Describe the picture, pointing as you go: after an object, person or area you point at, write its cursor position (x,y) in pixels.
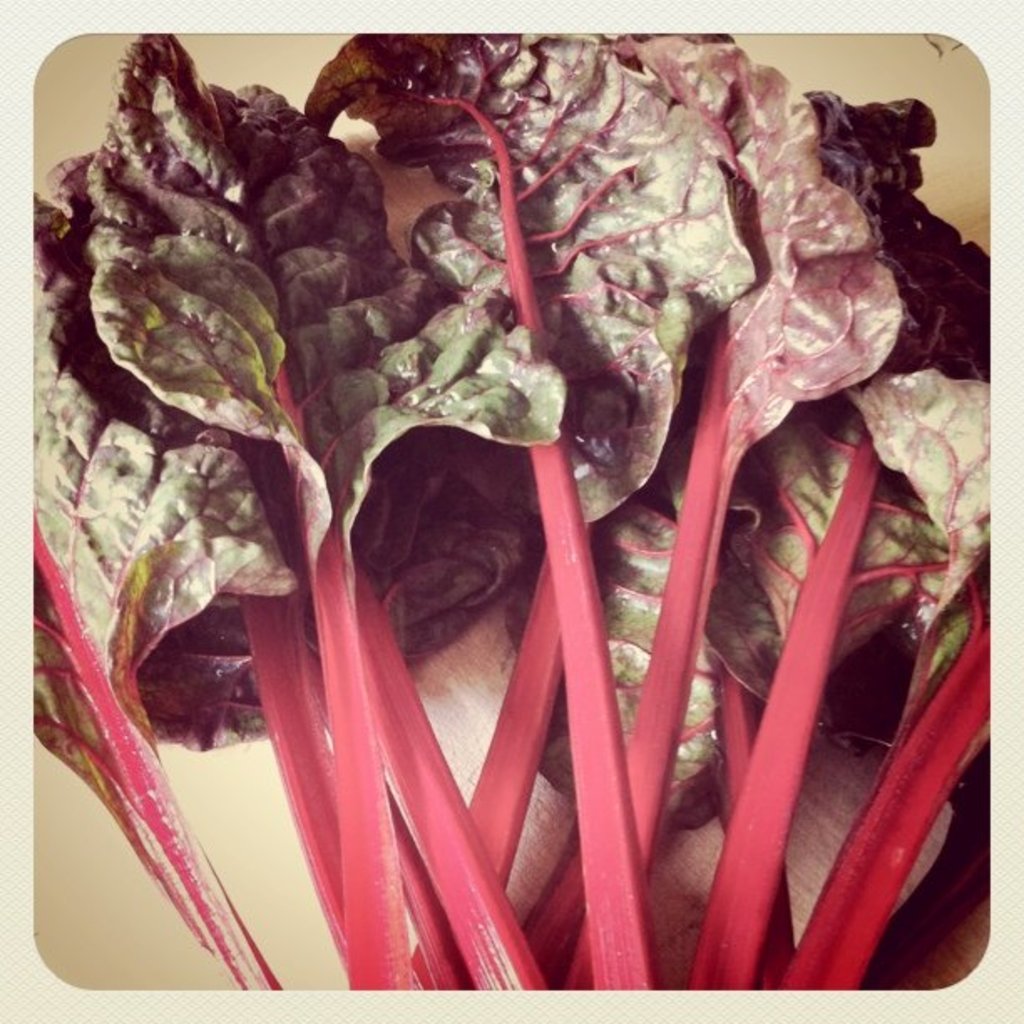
This image consists of some leafy vegetables (402,712). They are in green and pink color.
